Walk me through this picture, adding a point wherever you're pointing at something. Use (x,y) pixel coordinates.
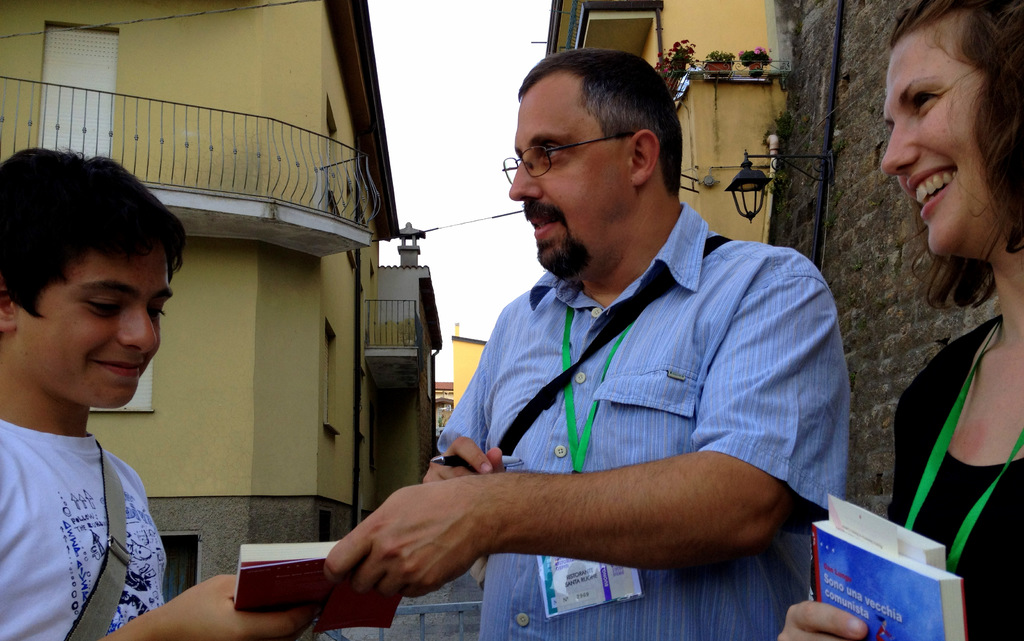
Here in this picture we can see three persons (535,393) standing over there and the woman (995,339) present on the right side (937,364) is holding a book (849,550) in her hand (798,639) and smiling and beside her we can see a person (684,479) giving a book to the other person (150,511) present in front of him and behind them we can see houses (263,237) present over there.
